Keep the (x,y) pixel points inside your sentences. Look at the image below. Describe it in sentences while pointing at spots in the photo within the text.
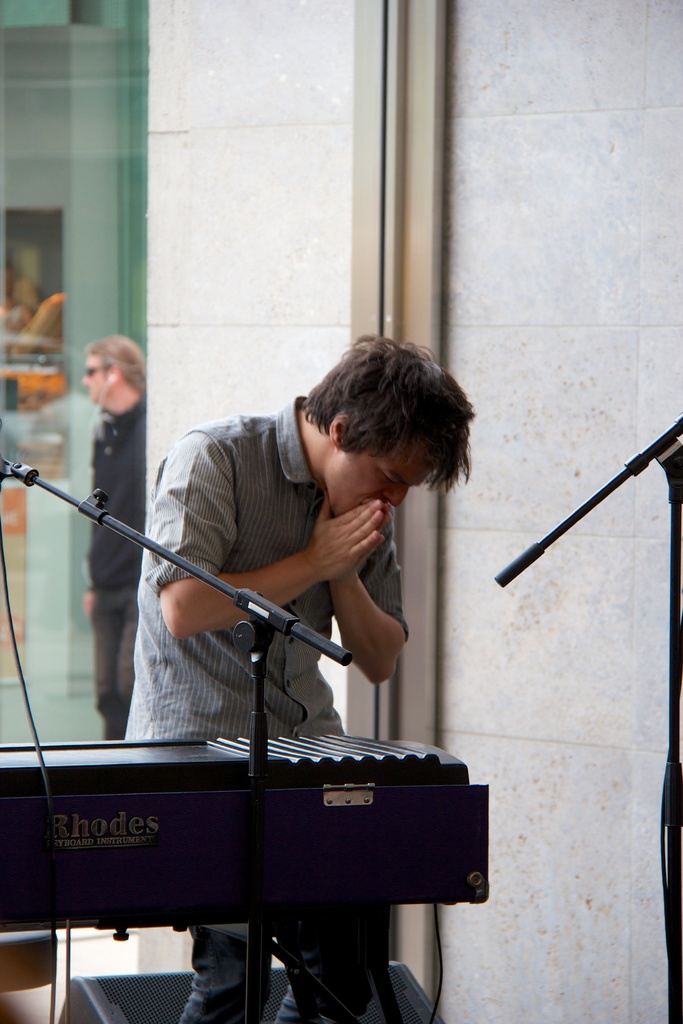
There is a man (351,424) standing in front (117,838) there is a musical instrument (191,881), at the back side there is a glass window (128,200).
